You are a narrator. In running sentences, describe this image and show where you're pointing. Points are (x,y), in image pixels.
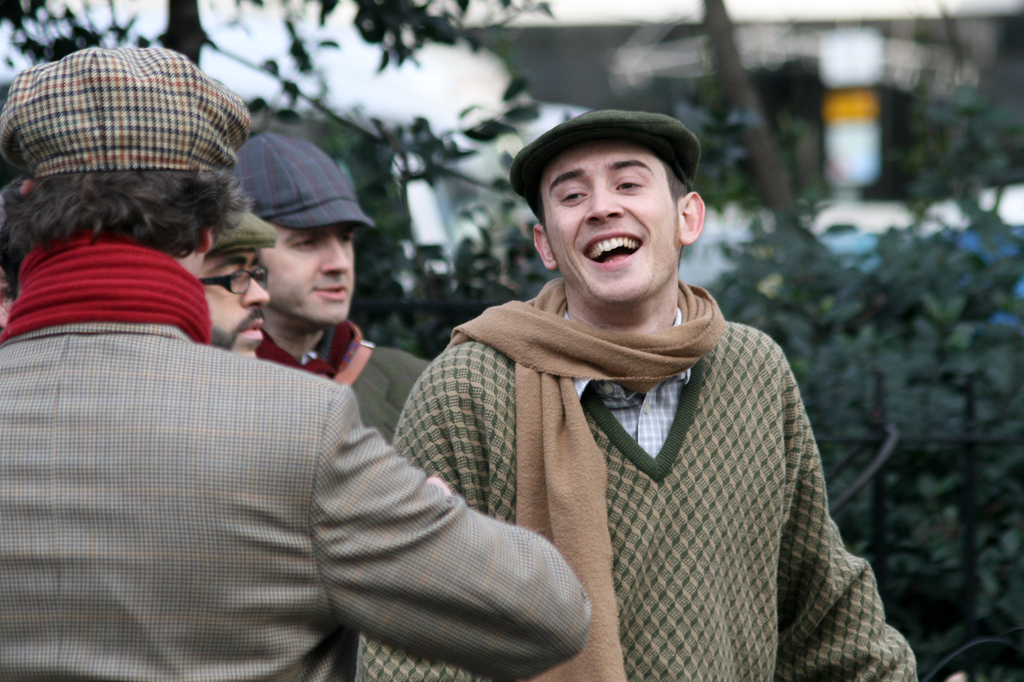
This image consists of four persons (320,439). They are wearing scarfs (193,325) and caps (28,119) along with sweaters (689,449). In the background (920,186), there are trees (920,186) and a building (799,56).
